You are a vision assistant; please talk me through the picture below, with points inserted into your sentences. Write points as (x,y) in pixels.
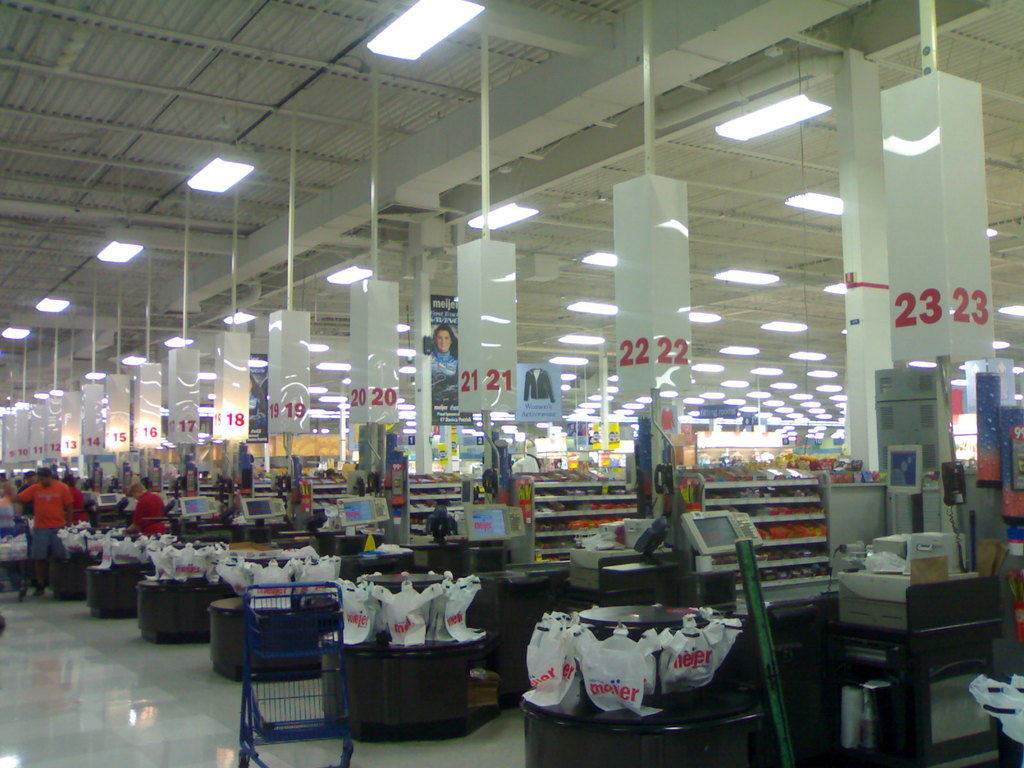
This image is taken indoors. At the top of the image (385,127) there is a roof (733,230) and there are many lights (776,122). At the bottom of the image (113,665) there is a floor (74,663). On the left side of the image (61,502) there are a few people (39,502) standing on the floor (62,604). In the middle of the image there are many packets (409,629) on the tables (205,593). There are many boards (305,401) with text (443,307) on them. There are many objects (526,491).
